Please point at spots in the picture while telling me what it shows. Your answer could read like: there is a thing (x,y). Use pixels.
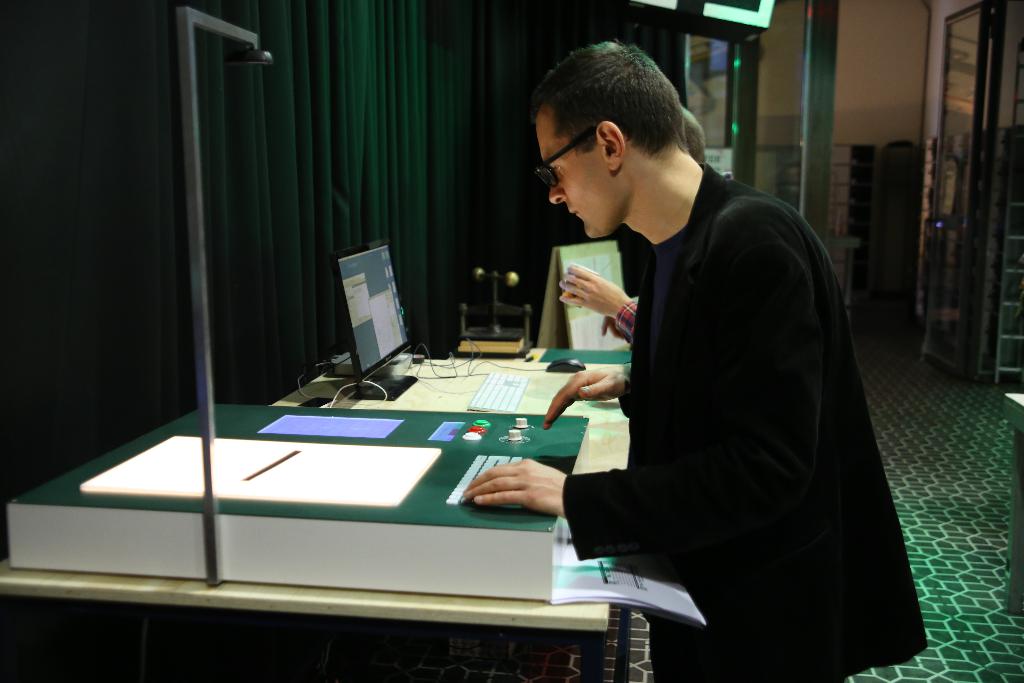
In this image I see 2 persons (693,198) and I see a monitor (390,306), a keyboard (495,412) and a mouse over here and I see an electronic equipment (294,548) over here and all these things (420,429) are on a table (335,405) and I see the path (938,666). In the background (458,11) I see the green curtain (288,199) over here and I see the wall (861,81).
